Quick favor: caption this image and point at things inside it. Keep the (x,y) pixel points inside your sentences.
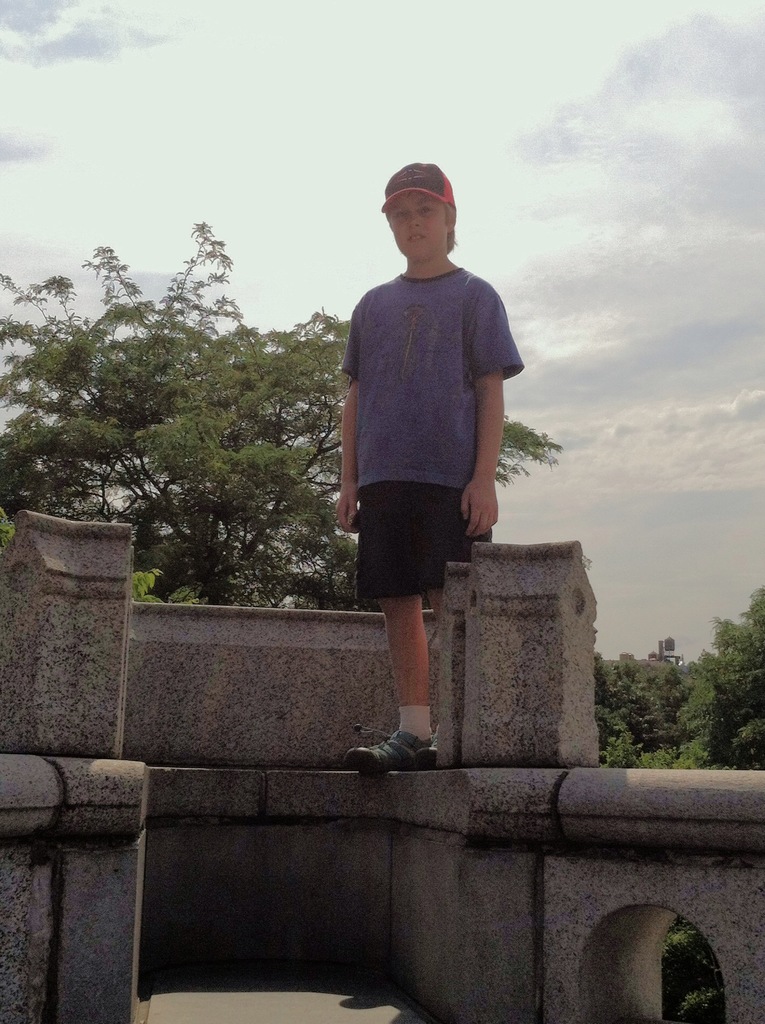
In this image I can see a person (422,343) standing on a wall (130,768) and looking at the picture. In the background (695,721) there are many trees (161,423). At the top of the image (513,122) I can see the sky (431,92) and clouds (656,343).
